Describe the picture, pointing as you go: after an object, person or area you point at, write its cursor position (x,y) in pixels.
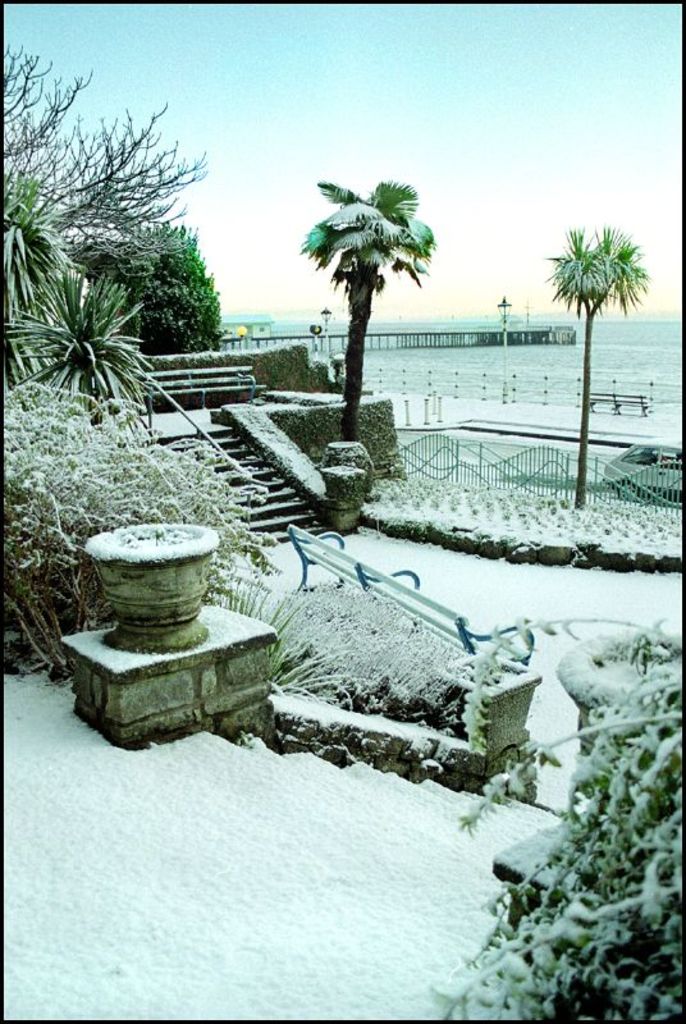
In this image I can see an old photograph (261,419) in which I can see some snow (261,419) on the ground (214,818), few stairs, few trees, the railing (447,445), the vehicle (648,478), a pole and the water (560,354). In the background (534,218) I can see the sky (430,76).
